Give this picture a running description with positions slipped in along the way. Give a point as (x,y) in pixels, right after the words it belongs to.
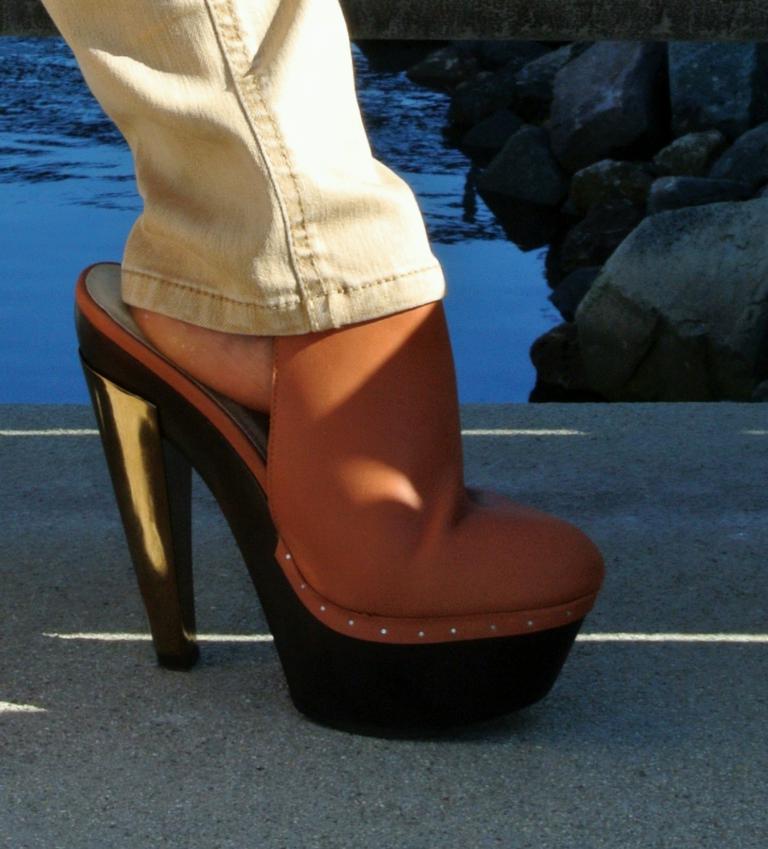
In this picture, we can see a person leg (165,183) with a heel (144,349) and behind the leg (404,262) there are stones (581,208) and water (475,207).
